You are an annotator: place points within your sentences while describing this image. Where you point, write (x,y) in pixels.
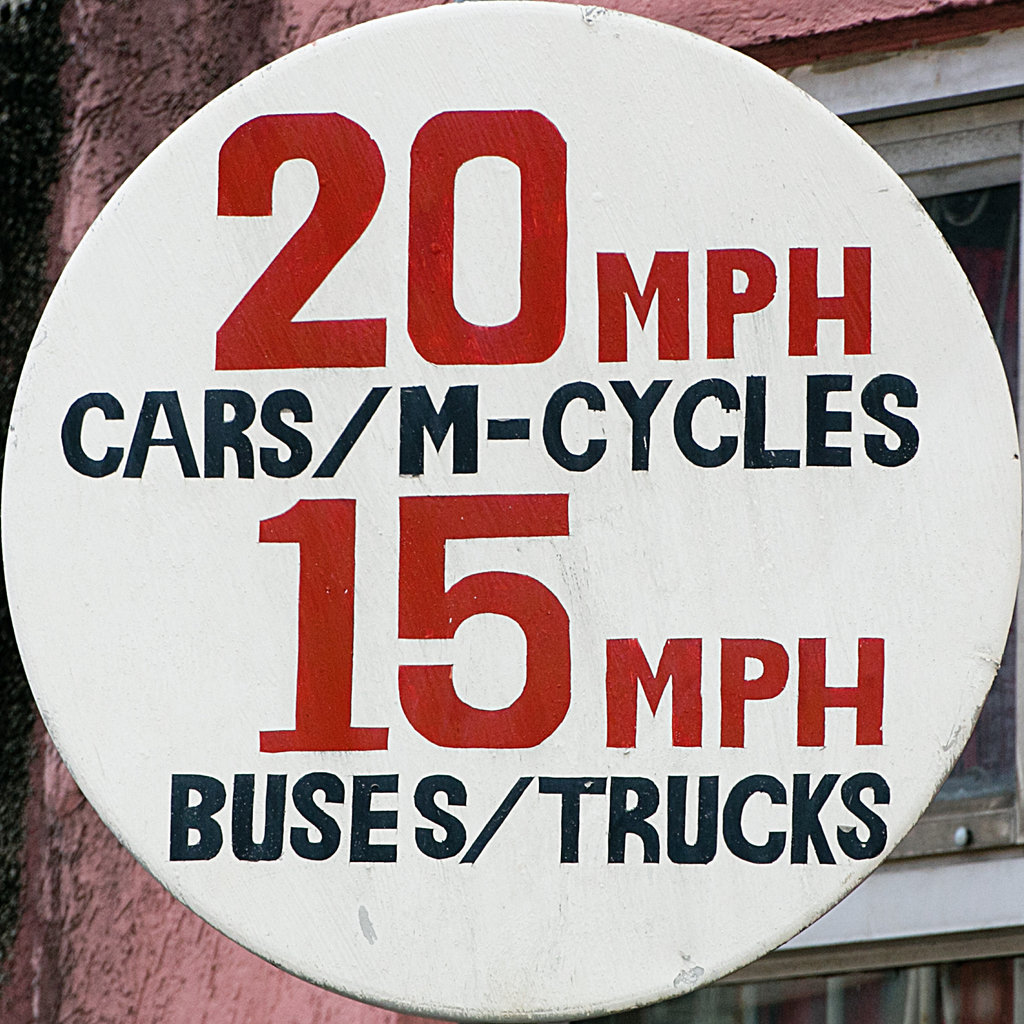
In the image there is a sign board (712,620). On the sign board (769,743) there is something written on it. Behind the sign board (483,454) there is a wall (190,71) with glass window (1016,840).
